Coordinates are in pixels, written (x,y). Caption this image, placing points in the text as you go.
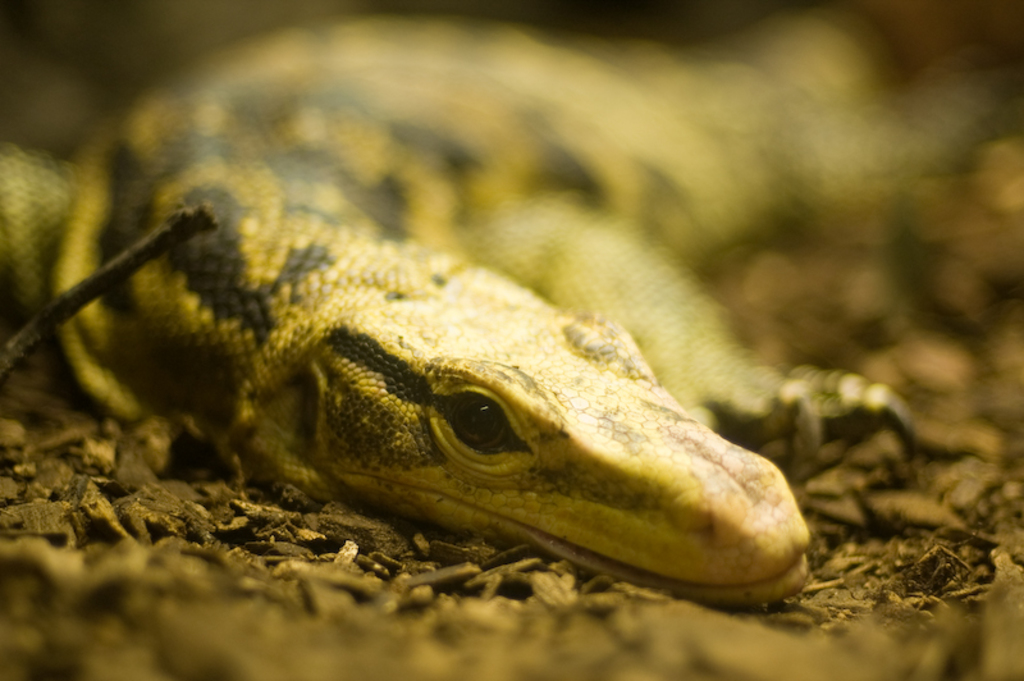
Here we can see lizard (513,439). Background (73,62) it is blur.
